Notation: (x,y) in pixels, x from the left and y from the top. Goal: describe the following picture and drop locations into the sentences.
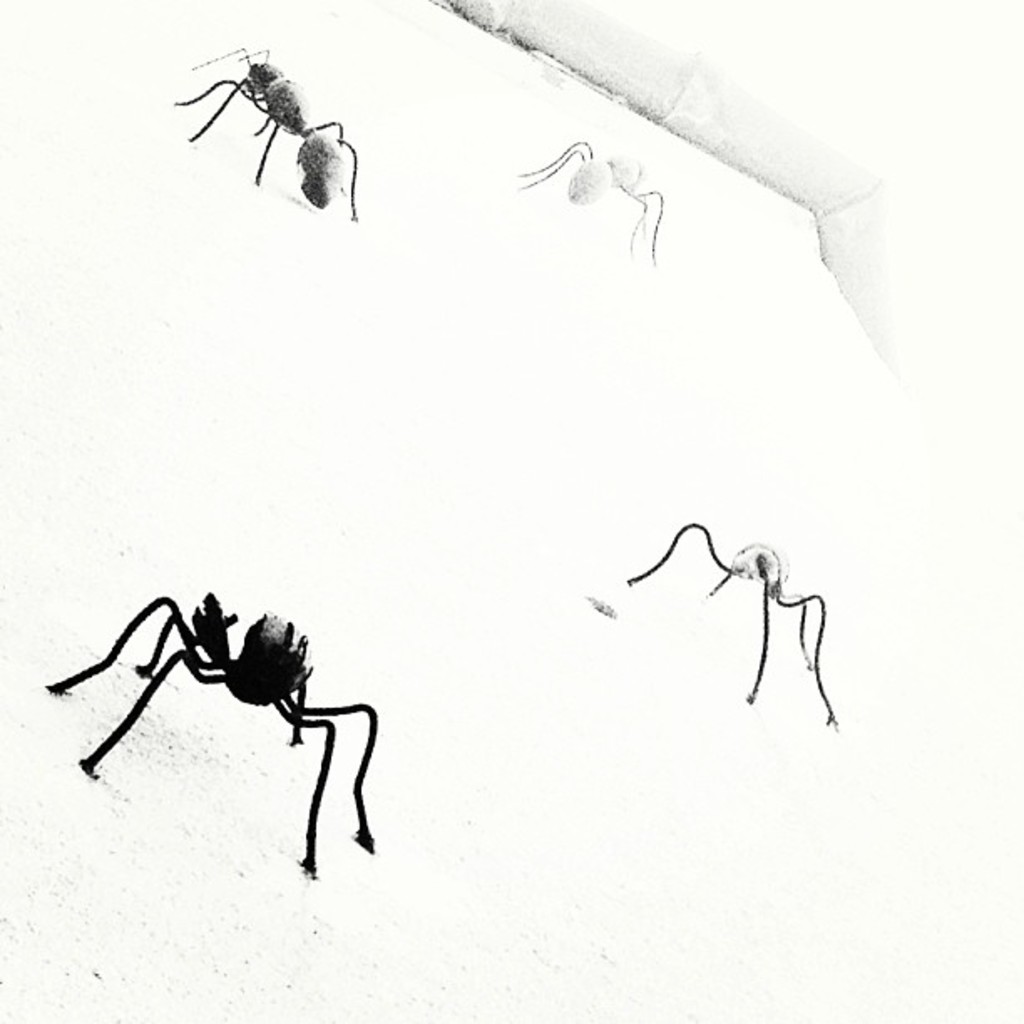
In this image, we can see a sketch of some insects (310,657) on the paper (466,750).
